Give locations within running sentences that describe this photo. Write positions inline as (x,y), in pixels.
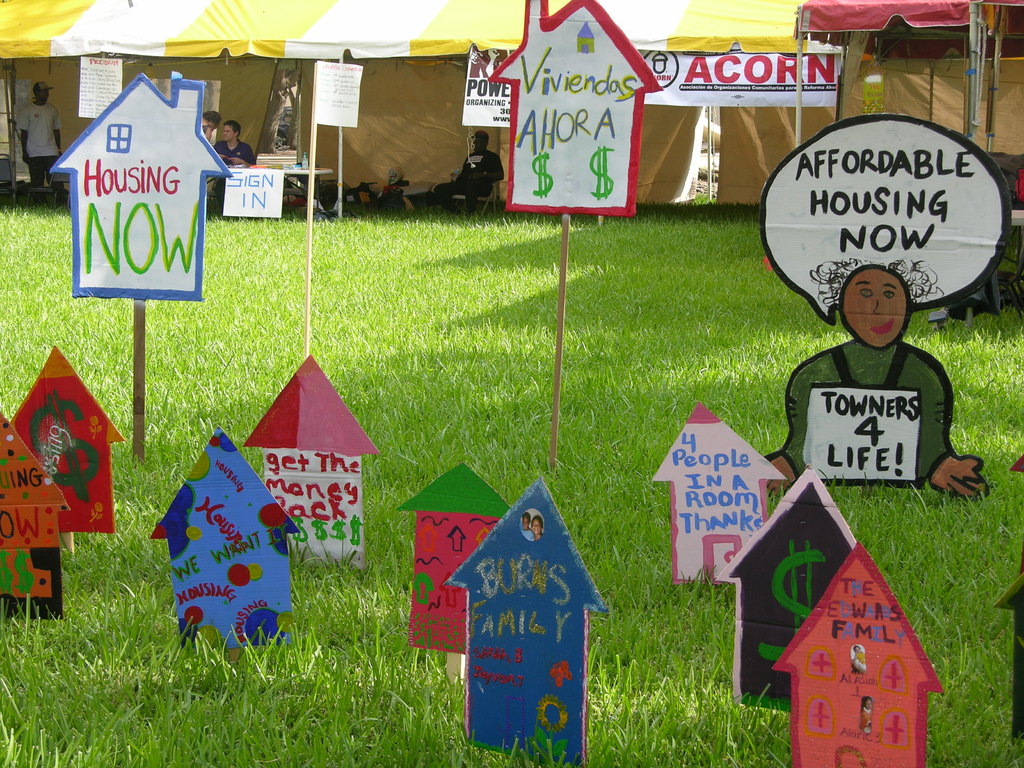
In the background (684,119) we can see the tents (329,59), people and objects (307,161). In this picture we can see few objects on a table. We can see there is something written on the boards (562,671). We can see the poles (13,82), boards (856,240) and the green grass (453,428).
